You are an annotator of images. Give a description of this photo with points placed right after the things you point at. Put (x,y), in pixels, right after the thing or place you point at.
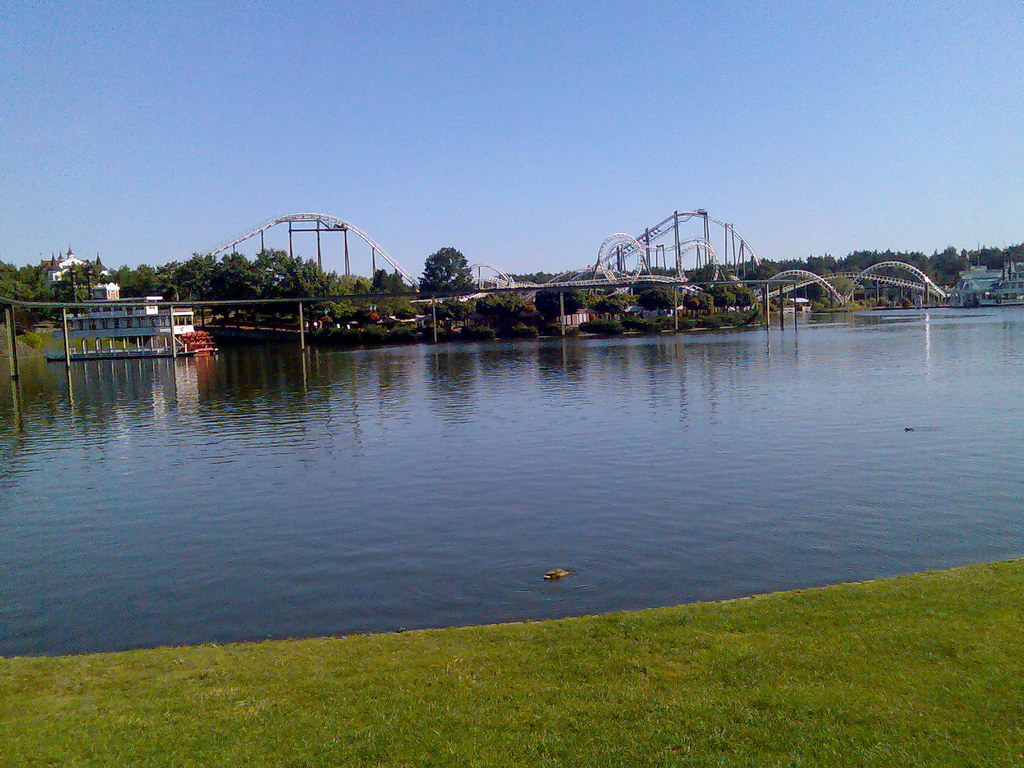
In this image we can see the roller coaster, a group of trees (446,308), buildings (123,300), some poles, a large water body (456,381) and the sky (688,106) which looks clear. On the bottom of the image (622,704) we can see some grass (600,653) on the ground (694,705).
